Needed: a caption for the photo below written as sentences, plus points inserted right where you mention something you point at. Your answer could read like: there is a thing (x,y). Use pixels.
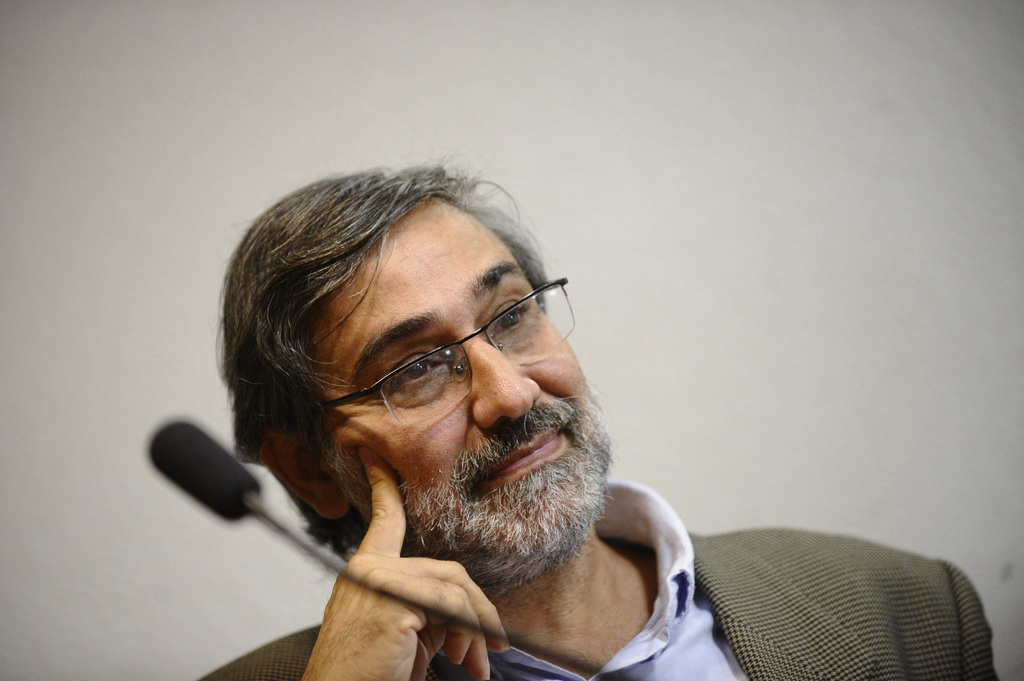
In this image I can see the person (737,621) and the person (792,600) is wearing brown color blazer (876,583). In front I can see the microphone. In the background (671,215) the wall (613,135) is in cream color.
